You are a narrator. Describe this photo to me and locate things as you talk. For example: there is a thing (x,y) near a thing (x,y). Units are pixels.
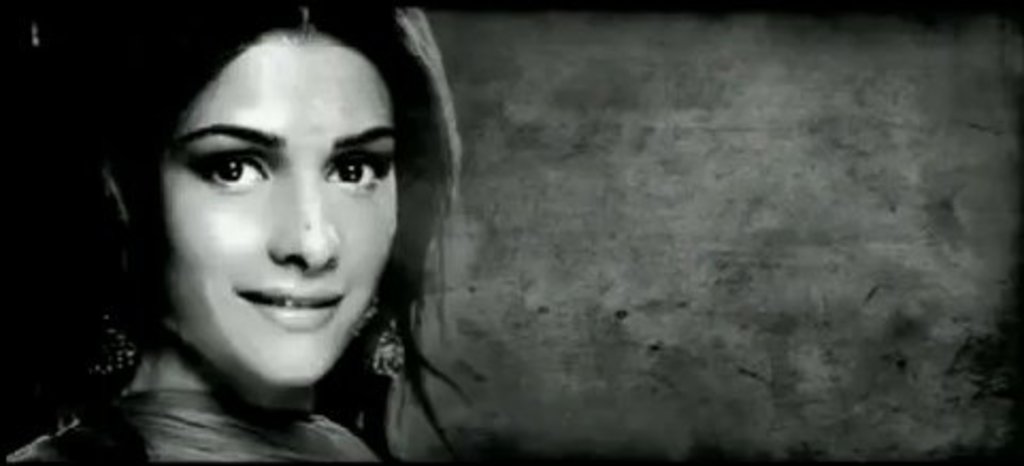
In the picture I can see a woman (219,22) on the left side (177,184) and there is a smile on her face (379,179).
